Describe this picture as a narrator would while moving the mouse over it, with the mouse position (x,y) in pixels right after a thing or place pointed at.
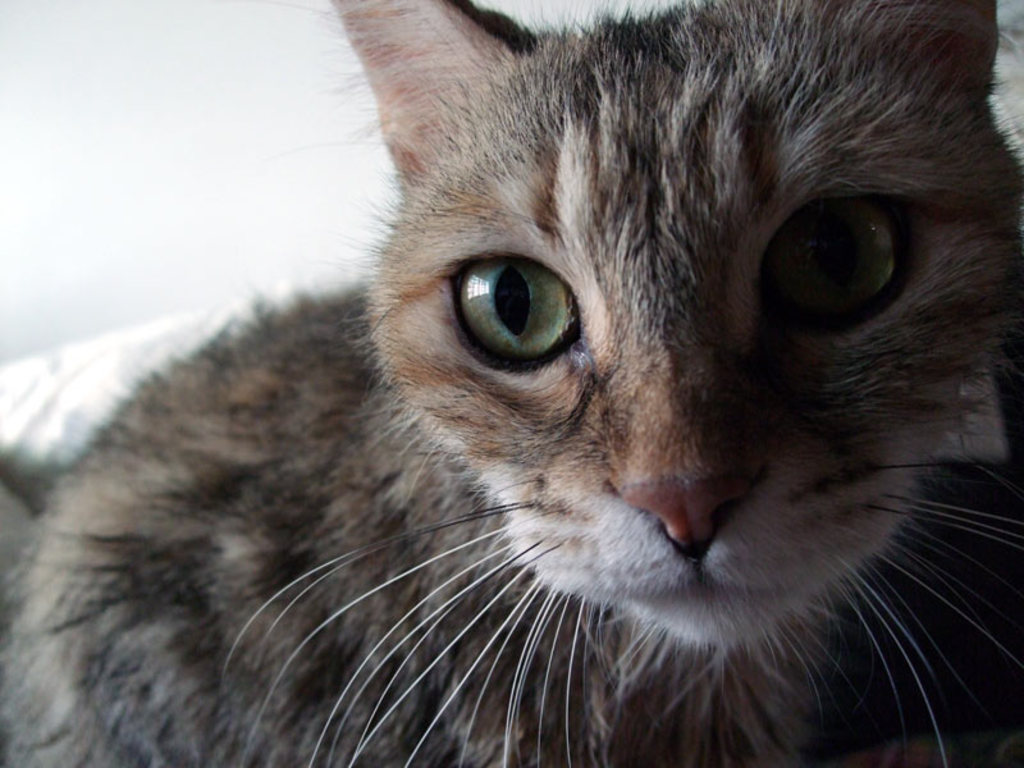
In this image there is one cat (548,554) as we can see in middle of this image (387,474) and there is a wall (226,197) in the background (235,162).
